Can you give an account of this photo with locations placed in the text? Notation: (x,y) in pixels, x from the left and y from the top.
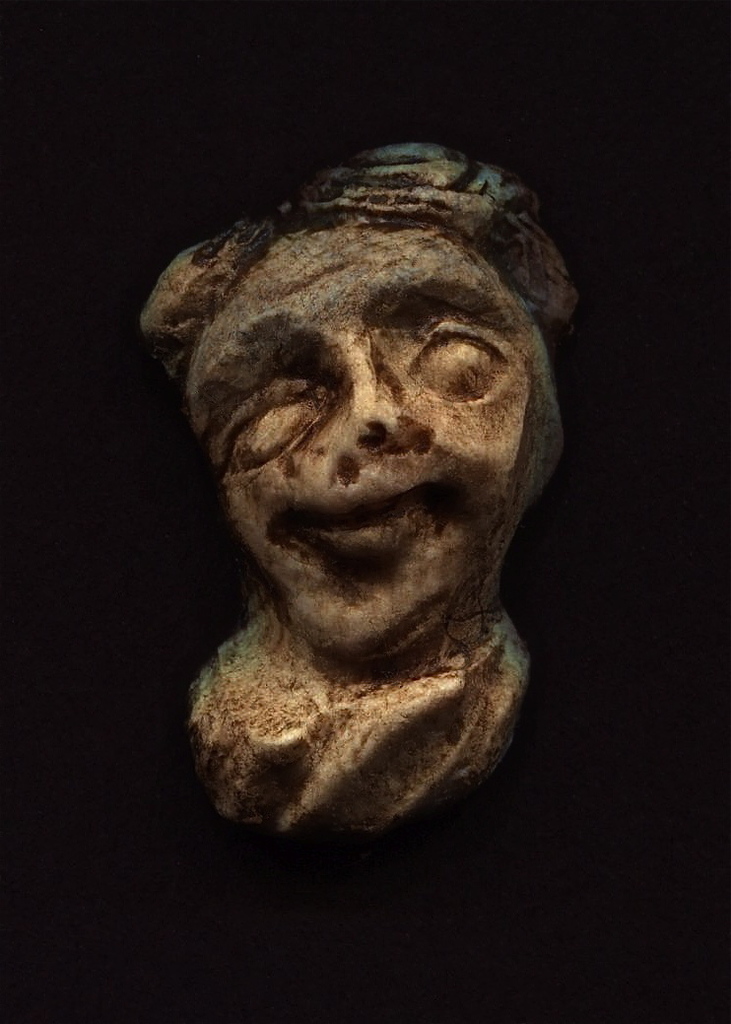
This image the background (120,917) is dark. In the middle of the image (371,500) there is a sculpture (336,389).
